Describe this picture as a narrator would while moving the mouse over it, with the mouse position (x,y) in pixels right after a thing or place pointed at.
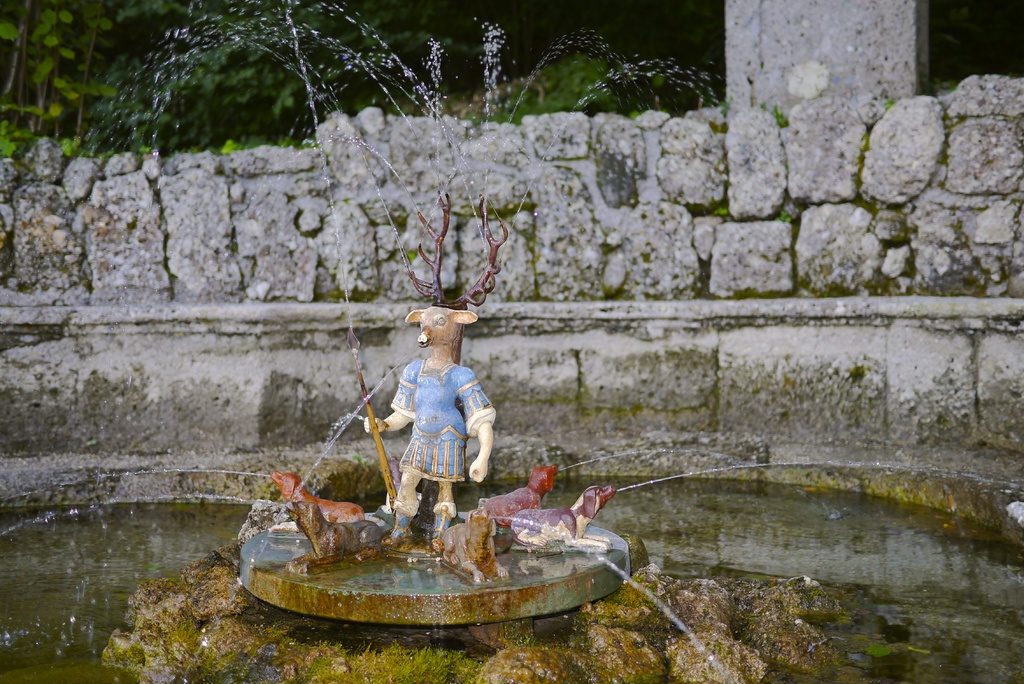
In this image we can see a statue (413,375) and fountain (489,511). In the background (631,387), there is a stone wall (642,190), pillar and greenery (233,75).
